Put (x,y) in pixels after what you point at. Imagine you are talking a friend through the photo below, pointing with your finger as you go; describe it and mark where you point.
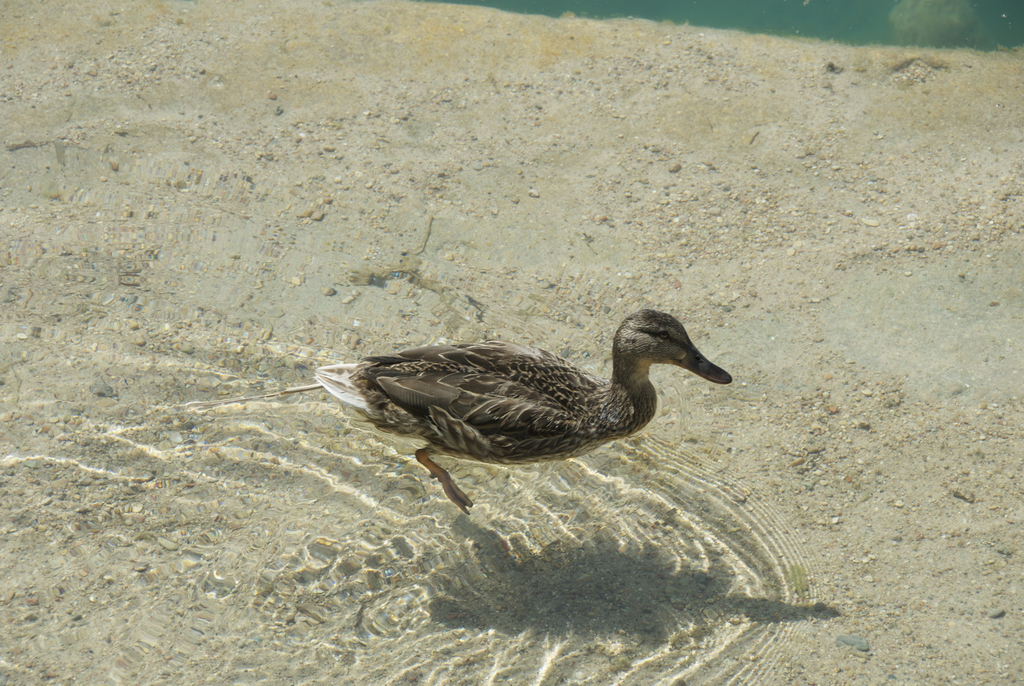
In this picture we can see a duck (466,388) and sand (498,475) in the water (153,640).
